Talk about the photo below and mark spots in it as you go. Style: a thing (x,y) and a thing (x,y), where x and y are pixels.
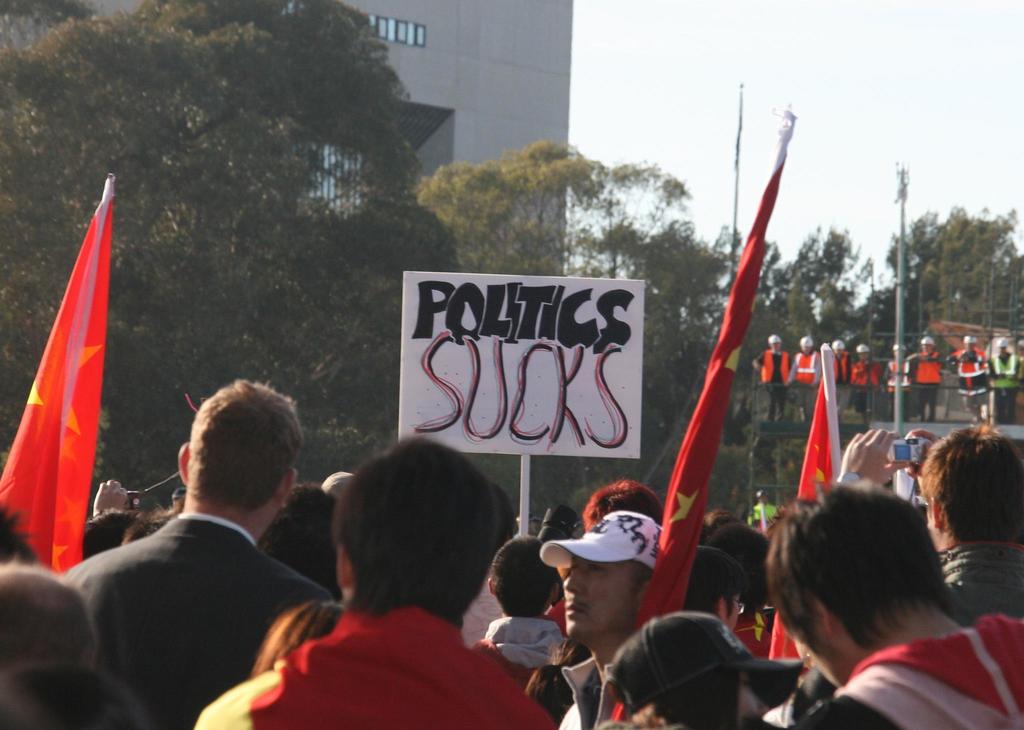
In this image at the bottom (283,639) there are few people (441,655) visible, few of them are holding flags (689,468), poles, on which there is a board (473,340), on the board (504,368) there is a text (599,381), in the middle (589,245) there is a building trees (676,236) visible, on the right side (818,216) there is the sky (871,18), trees (989,250), poles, people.
